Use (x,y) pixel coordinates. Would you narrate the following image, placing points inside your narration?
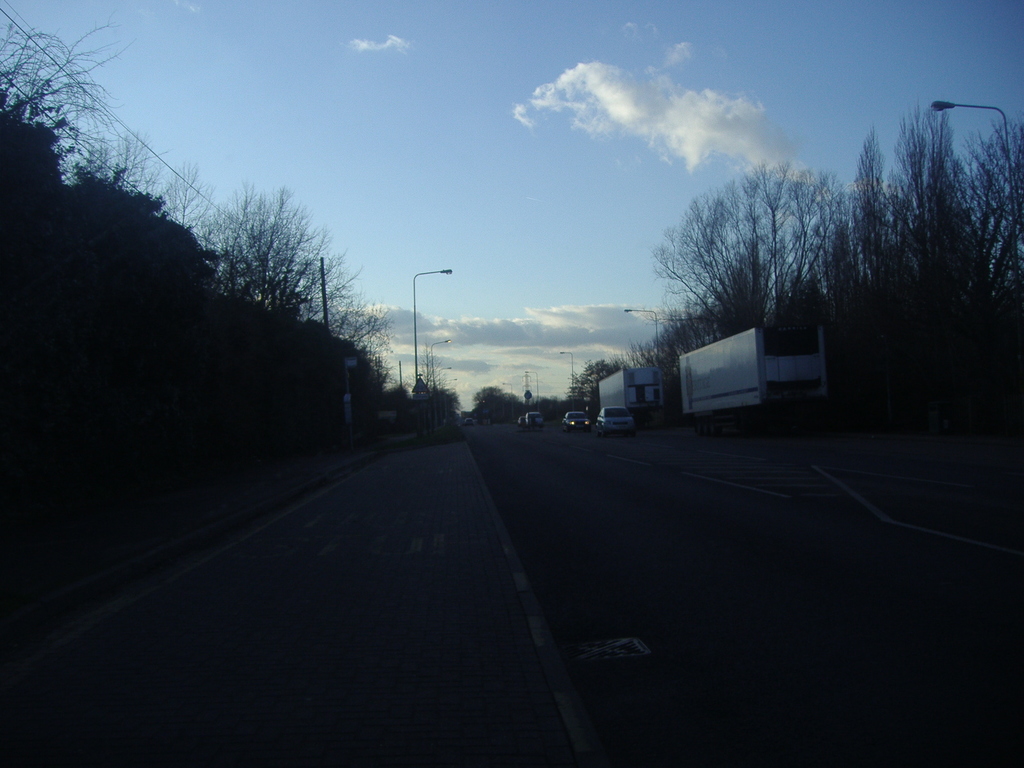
This image is taken during evening. In this image we can see many trees (340,278) and also light poles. At the top (495,100) there is sky (608,326) with some clouds (566,326).
